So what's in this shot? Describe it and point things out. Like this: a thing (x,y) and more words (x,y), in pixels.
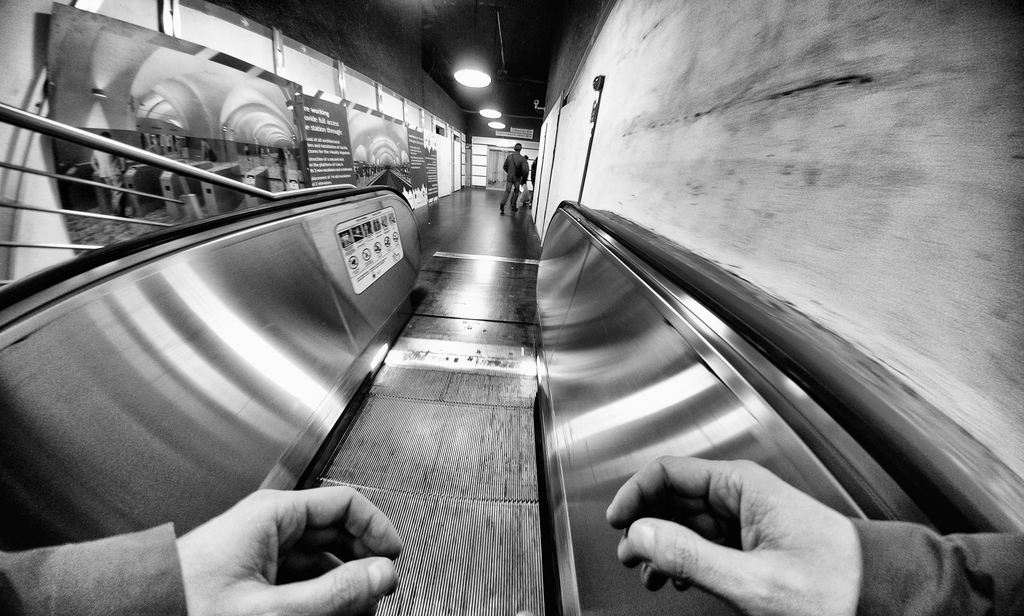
In this image at front (466,440) there is a escalator (479,405) and we can see two hands (195,542) of a person (630,493). On both right and left side of the image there are walls (733,117). On the left side wall (386,107) there are banners (262,72) attached to the wall (262,72). At the backside (508,158) people (533,167) are walking on the floor (476,196). On top of the roof (516,80) there are lights (481,80).
